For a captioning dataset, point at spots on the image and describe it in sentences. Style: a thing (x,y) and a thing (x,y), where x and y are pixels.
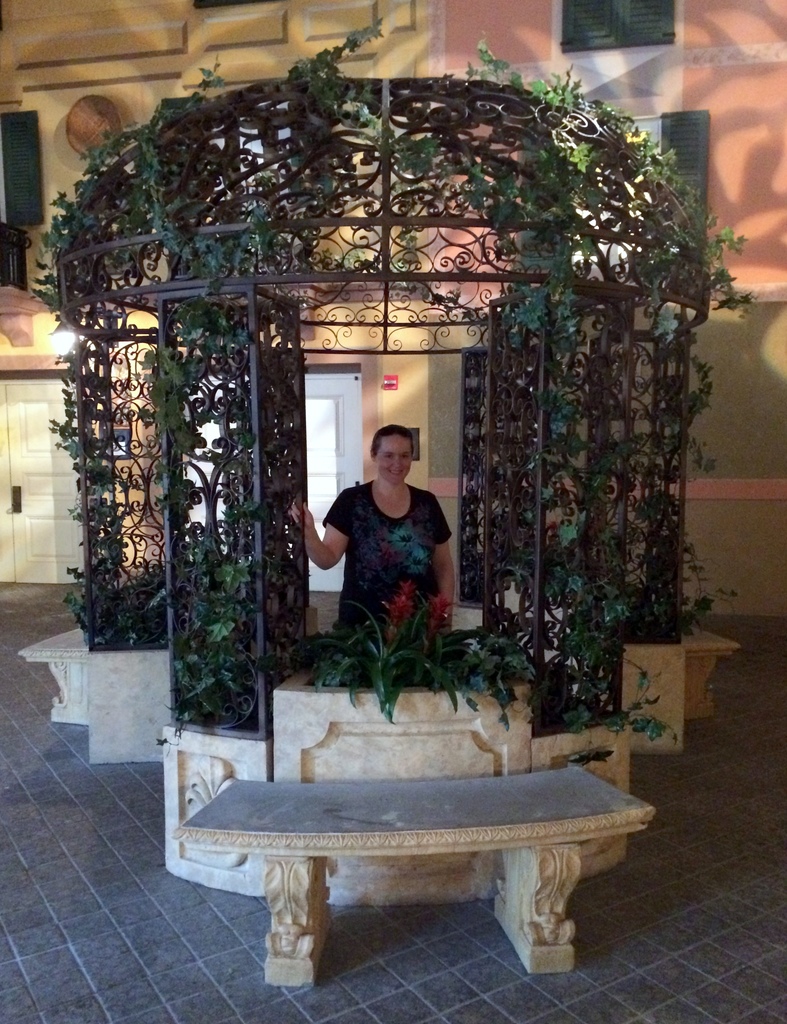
To the front of the image (326,852) there is a bench (289,821). Behind the bench (480,845) there is an iron pillars (248,388) with design (408,220) and creepers (261,240) to it. Inside that there is a lady (377,539) with black dress (411,561) is standing. In the background (445,71) there is a building (745,93) with walls (749,383), windows (11,146) and doors (10,545).
